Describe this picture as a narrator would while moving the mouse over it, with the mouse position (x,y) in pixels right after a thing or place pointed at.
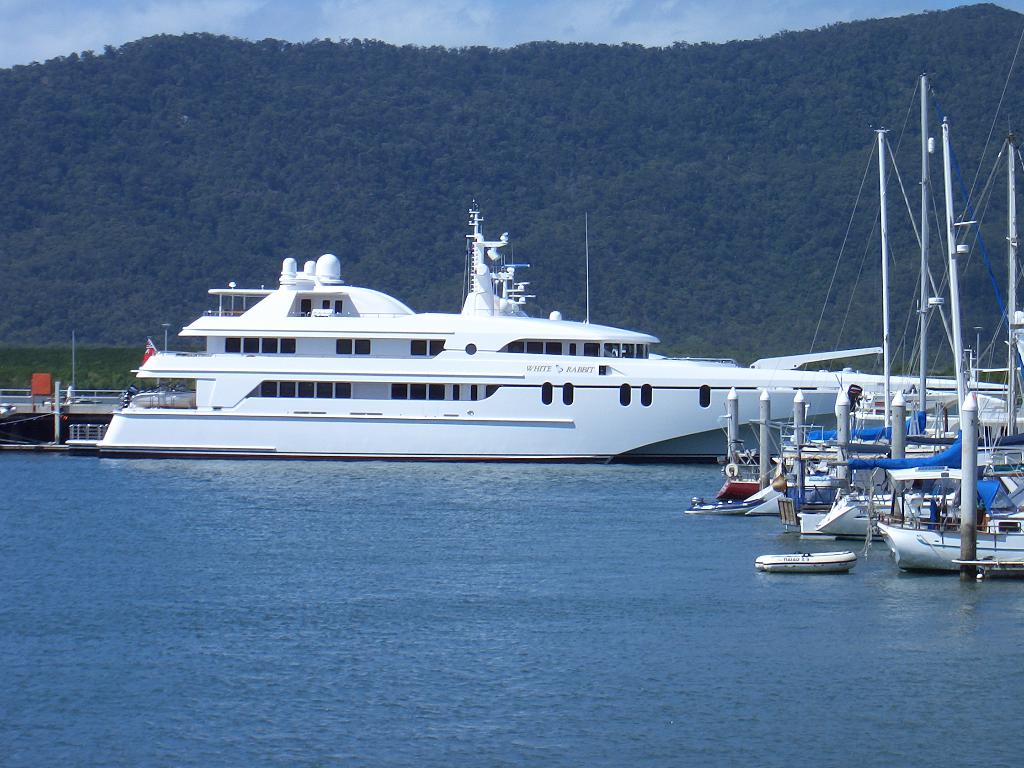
In this image there are boats (788,564) and ships (338,410) on the water (789,545), on the right side of the image (841,415) there are metal poles (885,393), behind the ship (191,406) there is a metal fence (96,396), on the ship (159,364) there is a flag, in the background of the image (180,339) there are trees (248,211) and mountains (347,192), at the top of the image (313,29) there are clouds (97,20) in the sky (426,34).
